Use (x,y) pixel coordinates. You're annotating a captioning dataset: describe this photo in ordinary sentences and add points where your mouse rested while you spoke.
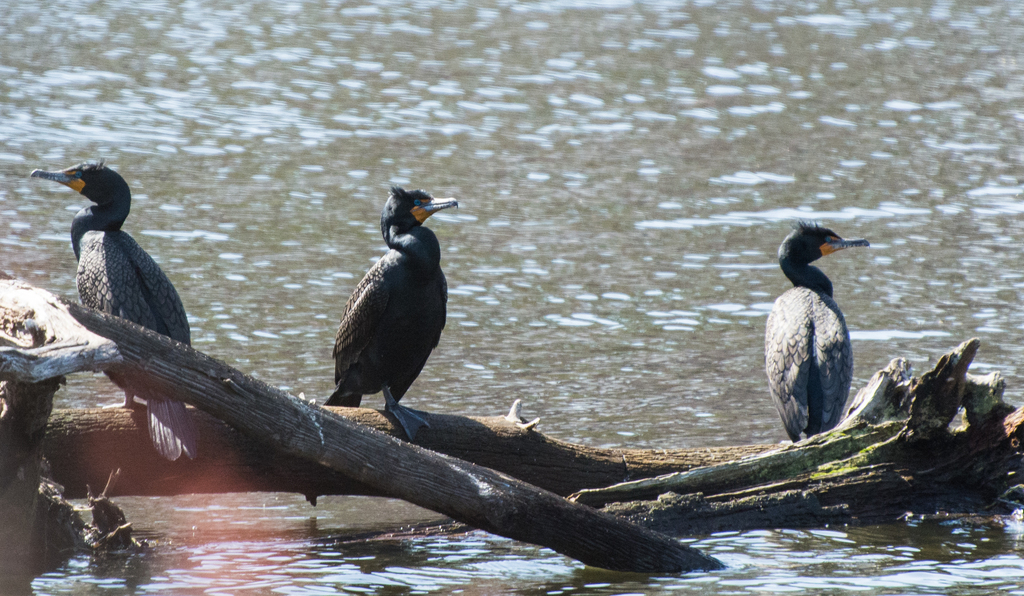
In the picture there are three birds (385,343) standing on a wooden logs (477,462) and around the wooden logs (263,408) there is a water surface (416,556).
